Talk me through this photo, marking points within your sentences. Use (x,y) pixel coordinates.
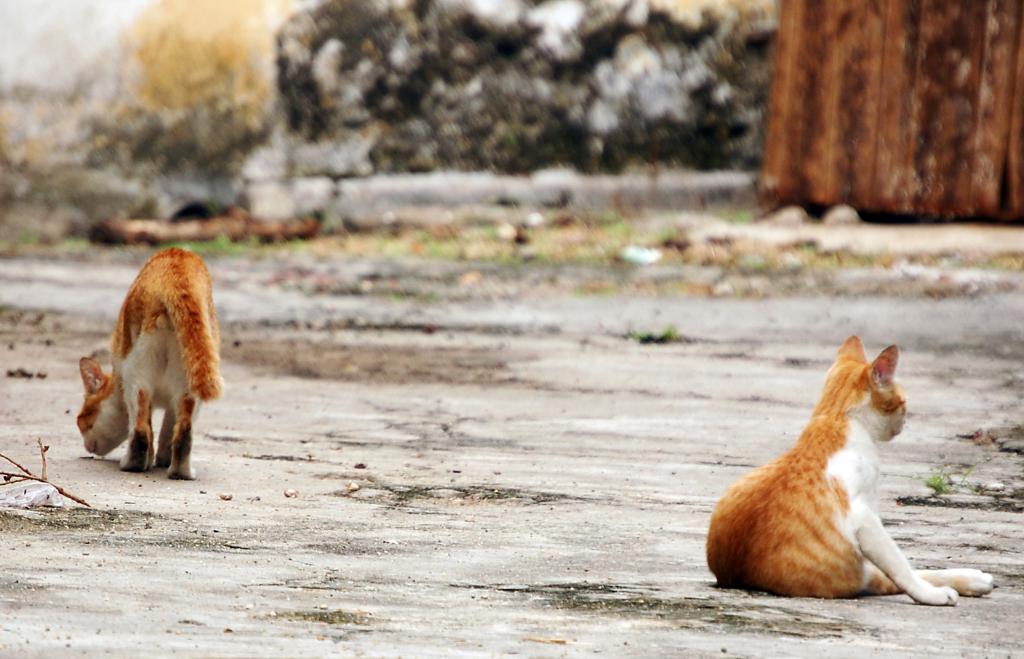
In this image we can see cats (99,377) on the ground (268,505). In the background (339,117) we can see wall (501,118).
